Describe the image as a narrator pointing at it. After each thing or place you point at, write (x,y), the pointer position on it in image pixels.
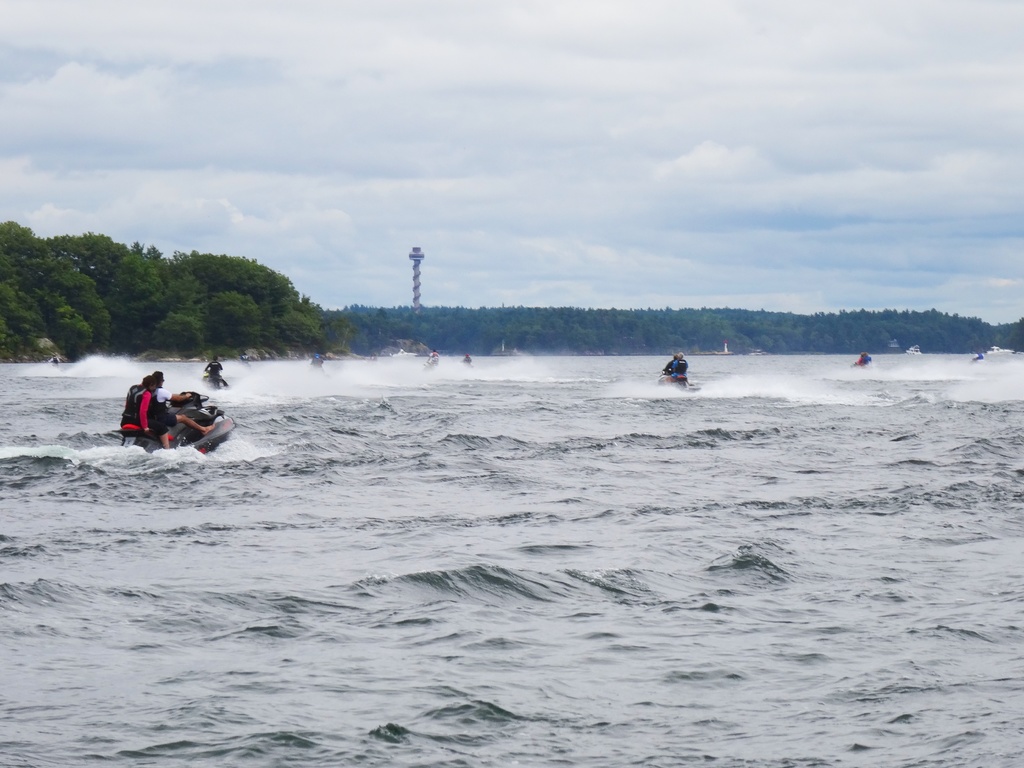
In this image there is water (449,377) and in the water (890,371) there are some people (164,414) who are sitting on boats (151,435) and riding, and in the background (360,305) there are trees (99,294) and tower (418,270). At the top (395,209) there is sky (596,173).
